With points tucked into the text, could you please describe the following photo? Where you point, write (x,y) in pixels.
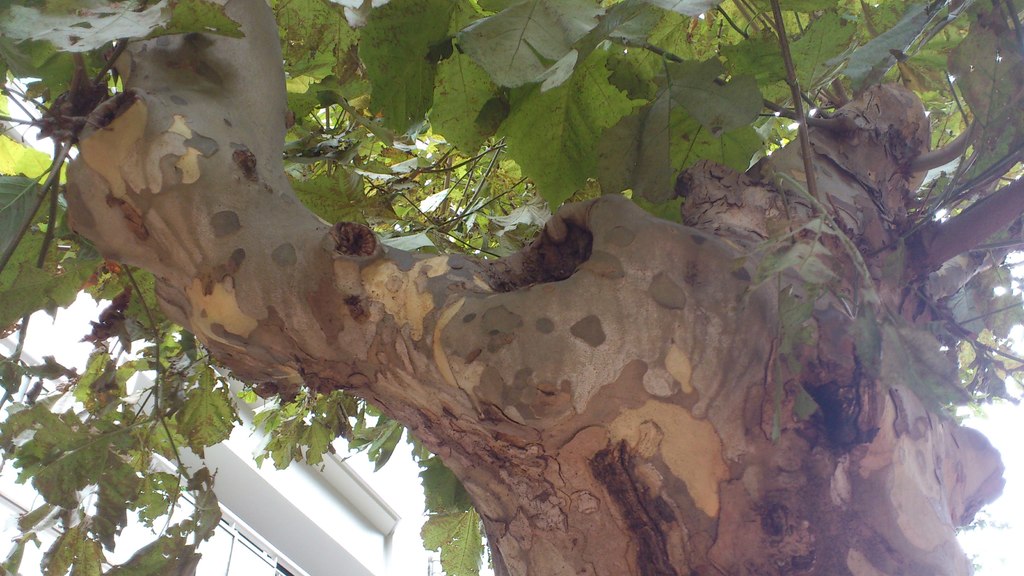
In this picture we can see a tree (530,373).
